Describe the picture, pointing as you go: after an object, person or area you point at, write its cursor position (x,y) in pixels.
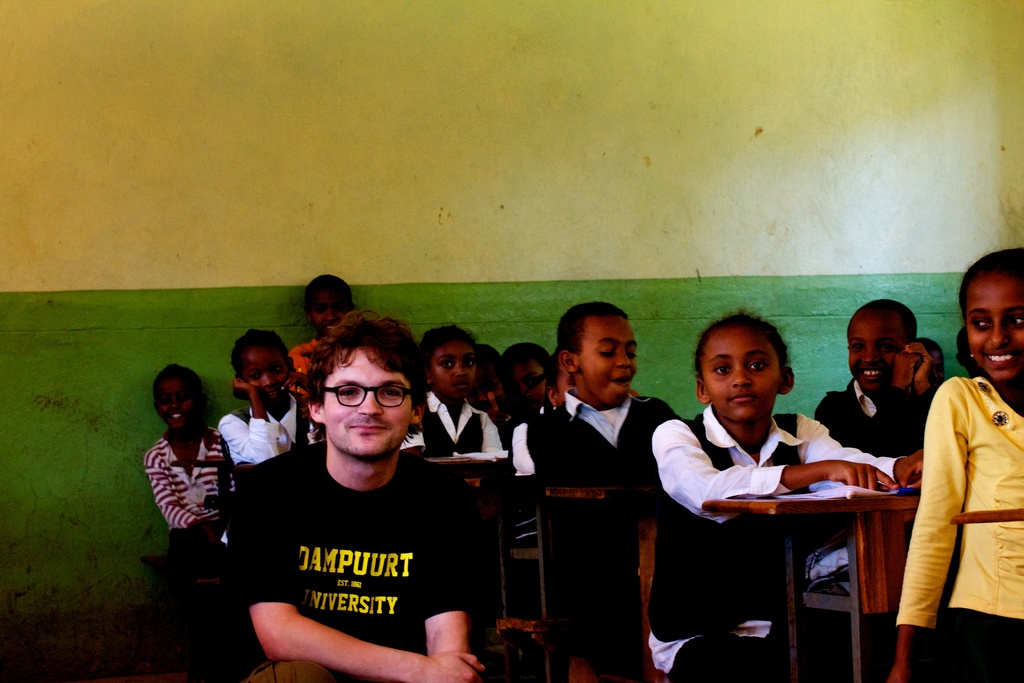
As we can see in the image there is green and yellow color wall (113,283) and few people (568,386) sitting on benches (643,527).
